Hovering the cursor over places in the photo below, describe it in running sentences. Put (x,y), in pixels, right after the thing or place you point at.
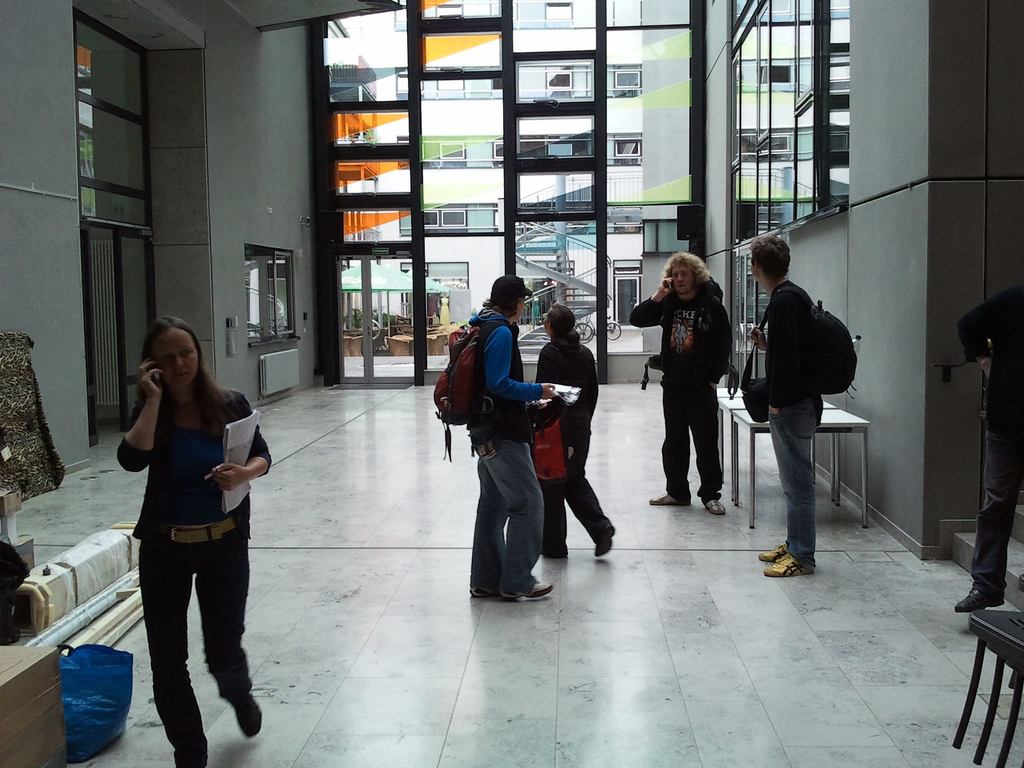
In the picture I can see people (577,466) among them some of them are walking on the floor (369,575) and some of them are standing. One of the person (499,453) is standing and carrying a bag (474,392). The man (792,439) on the right side of the image (792,392) is standing and carrying a bag (766,385). In the background (427,226) I can see a framed glass wall (493,167), a building (473,259) and some other objects (438,317) on the ground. This is an inside view of a building (240,195). On the left side of the image (53,687) I can see some objects (56,653) on the floor (368,601).
